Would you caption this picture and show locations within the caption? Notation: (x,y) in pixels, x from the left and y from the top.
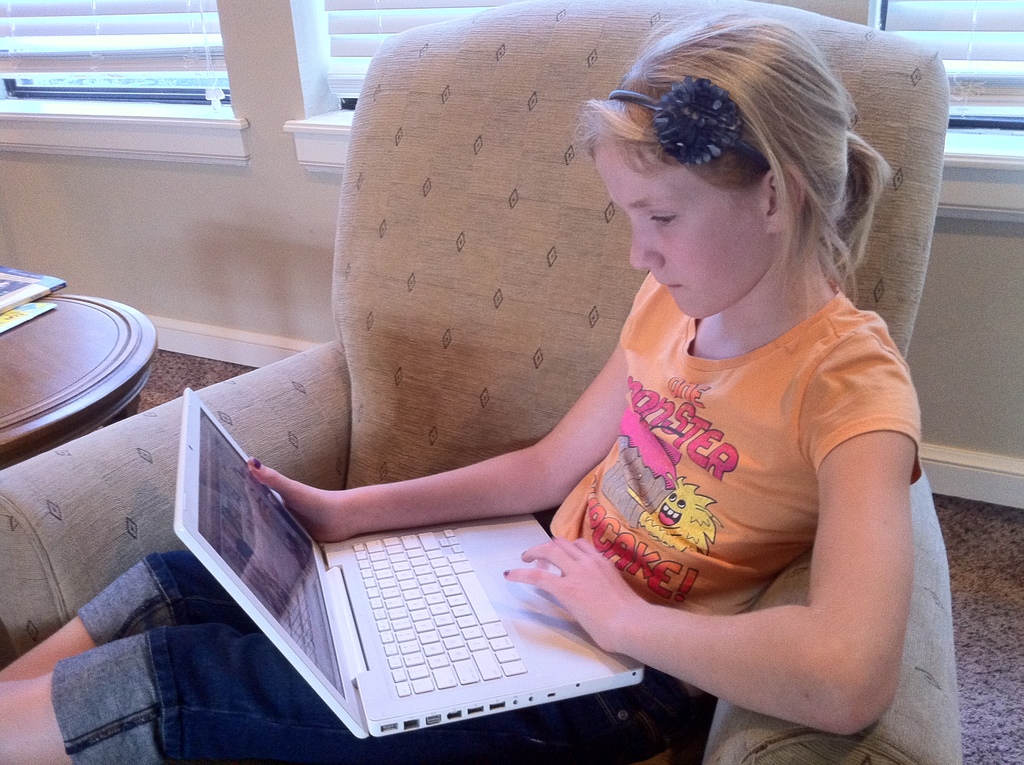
In this picture we can see a person (654,328) sitting on a chair (471,175) and holding a laptop (428,616). On the left side (69,374) we can see the books (19,285) on the table (42,316). In the background (159,66) there are grille (180,61).
